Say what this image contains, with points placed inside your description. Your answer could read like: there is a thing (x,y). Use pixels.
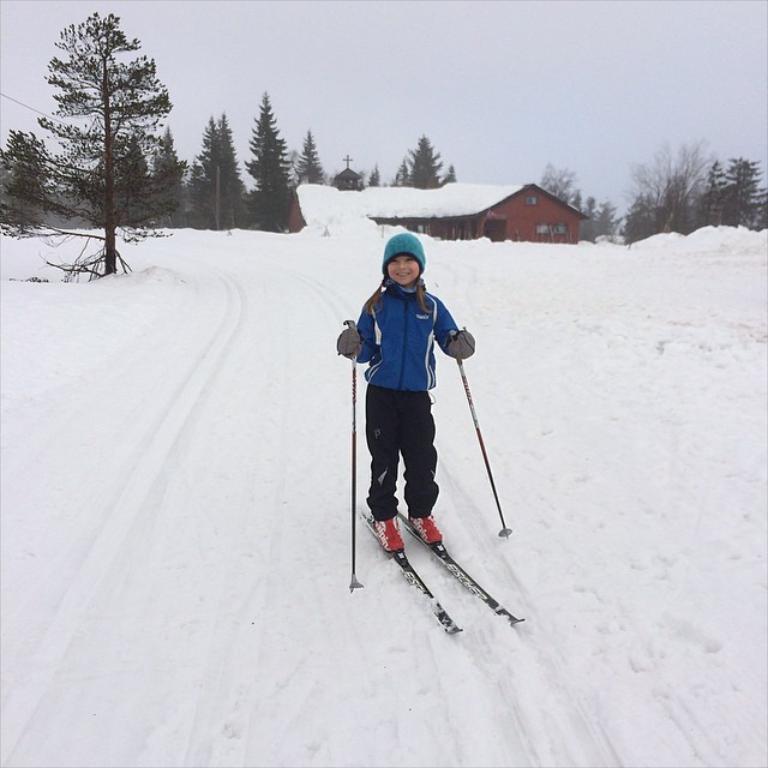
Here in this picture we can see a girl (410,342) skiing over a place (299,406), which is fully covered with snow (149,562) and we can see ski boards (440,552) under her legs (376,427) and she is holding sticks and wearing jacket (405,346), gloves (457,336) and cap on her and smiling and behind her in the far we can see a house (515,189) present, that is also covered with snow (383,217) and we can also see trees (185,215) present we can see the sky (570,161) is cloudy.
